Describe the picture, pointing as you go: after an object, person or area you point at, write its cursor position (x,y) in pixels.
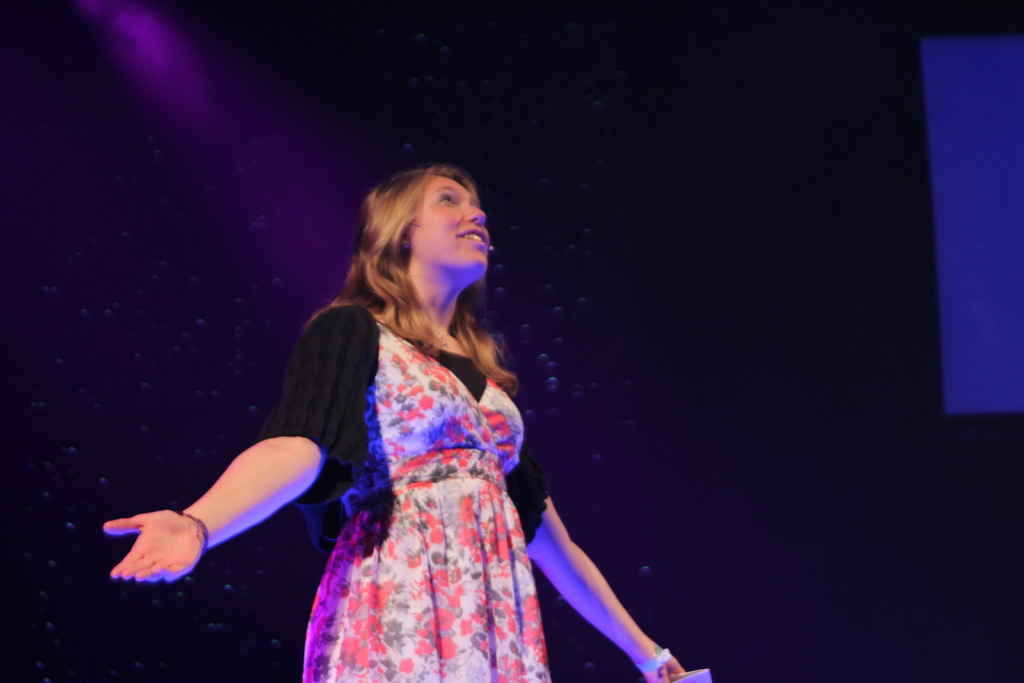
In the center of this picture (427,375) there is a woman (425,446) wearing a floral frock (430,498) and standing. The background of the image (601,496) is black in color.
